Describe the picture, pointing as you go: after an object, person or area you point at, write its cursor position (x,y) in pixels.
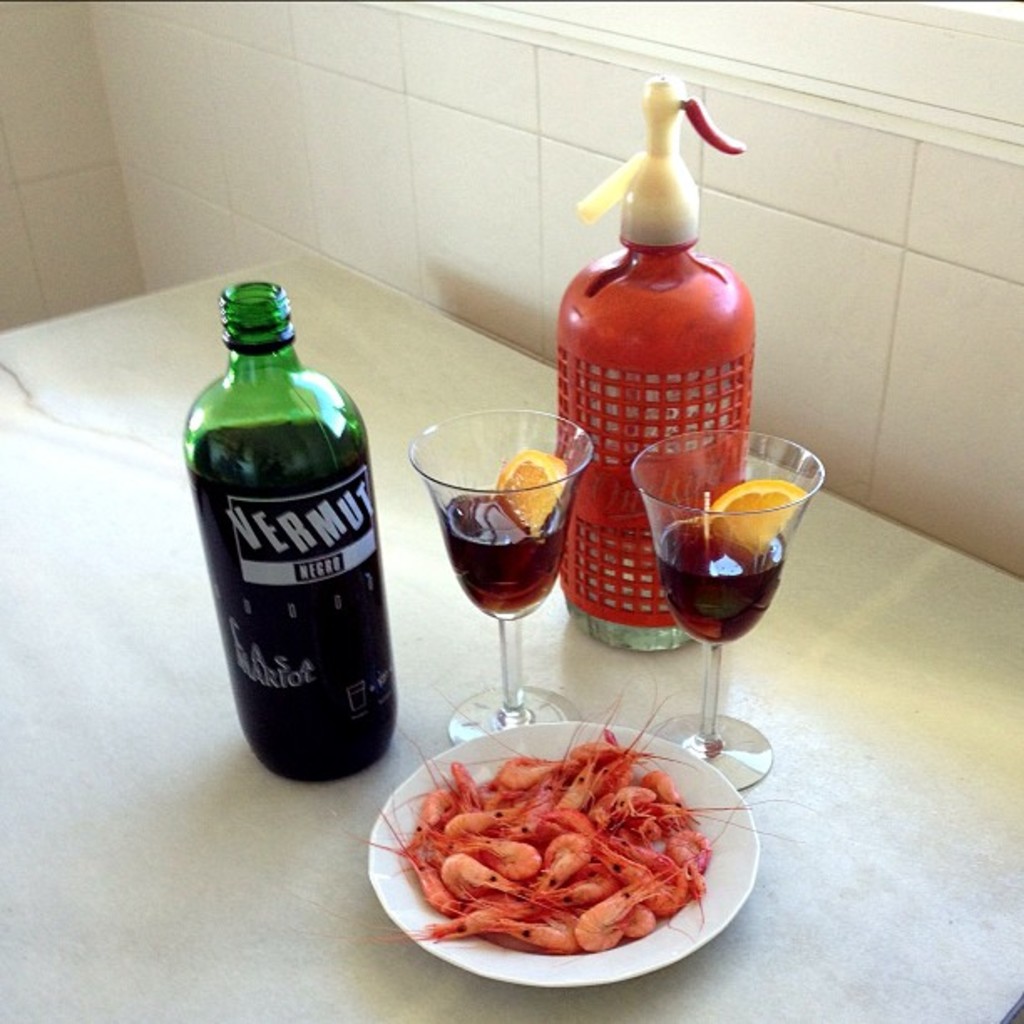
In this image, we can see there is a white table (192,705), few items (637,462) are placed on it. And the background (492,234), we can see tile walls (429,178).
